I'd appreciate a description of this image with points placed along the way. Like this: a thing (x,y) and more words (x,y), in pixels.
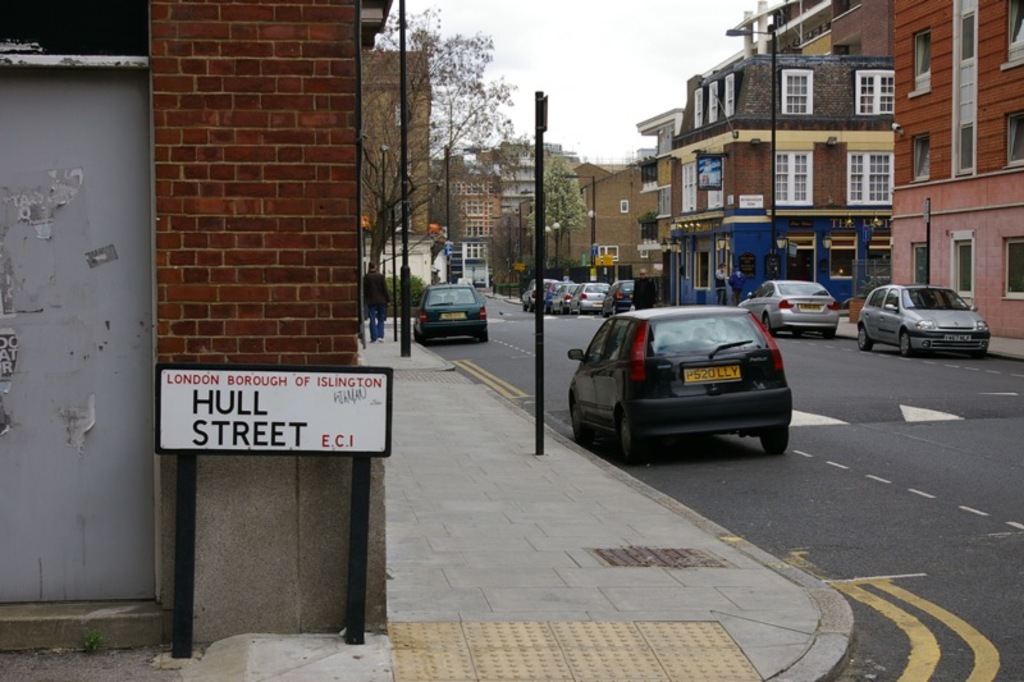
In this image there is a road (737,466) on the right side (863,460). On the road (805,375) there are so many cars (620,358) which are parked along the footpath (200,671). There are buildings (589,254) on either side of the road (515,340). At the top (611,70) there is the sky (625,63). On the footpath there are poles (540,335). On the left side (266,419) there is a board (177,432) at the bottom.
